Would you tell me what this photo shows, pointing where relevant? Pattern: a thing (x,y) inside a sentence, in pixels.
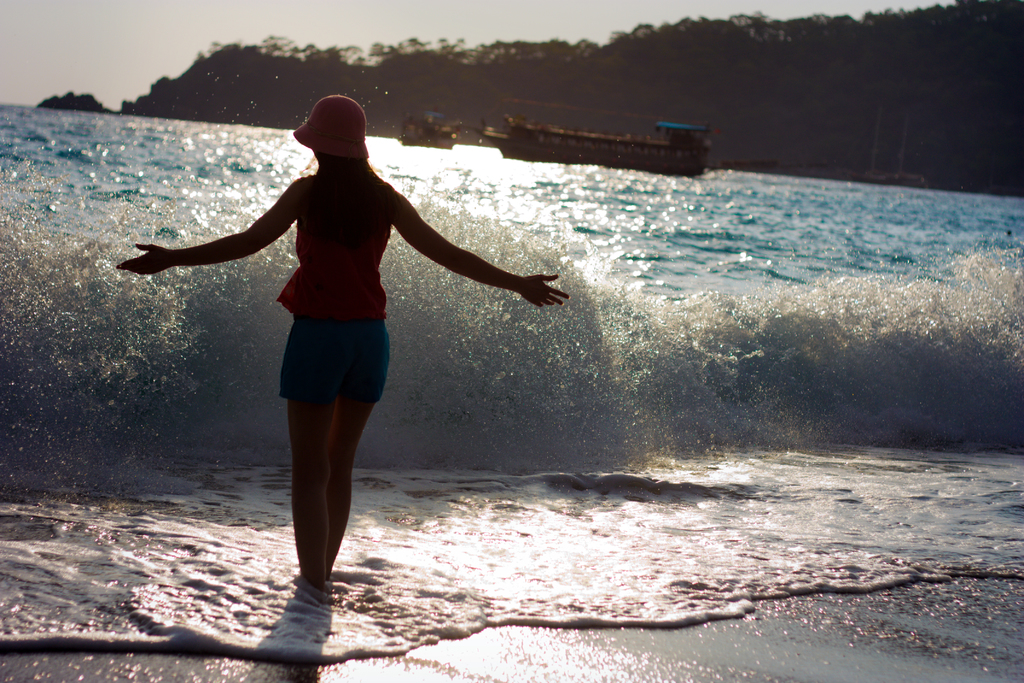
In this picture there is a woman (324,302) who is wearing cap (335,138), t-shirt (358,298), short (346,324) and standing on the beach (605,582). Here we can see water (397,415). At the top (596,106) we can see mountains (834,23) and trees (564,77). Here we can see two boats (565,138) on the water (529,187). At the top left corner (54,21) we can see sky (59,26) and clouds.
